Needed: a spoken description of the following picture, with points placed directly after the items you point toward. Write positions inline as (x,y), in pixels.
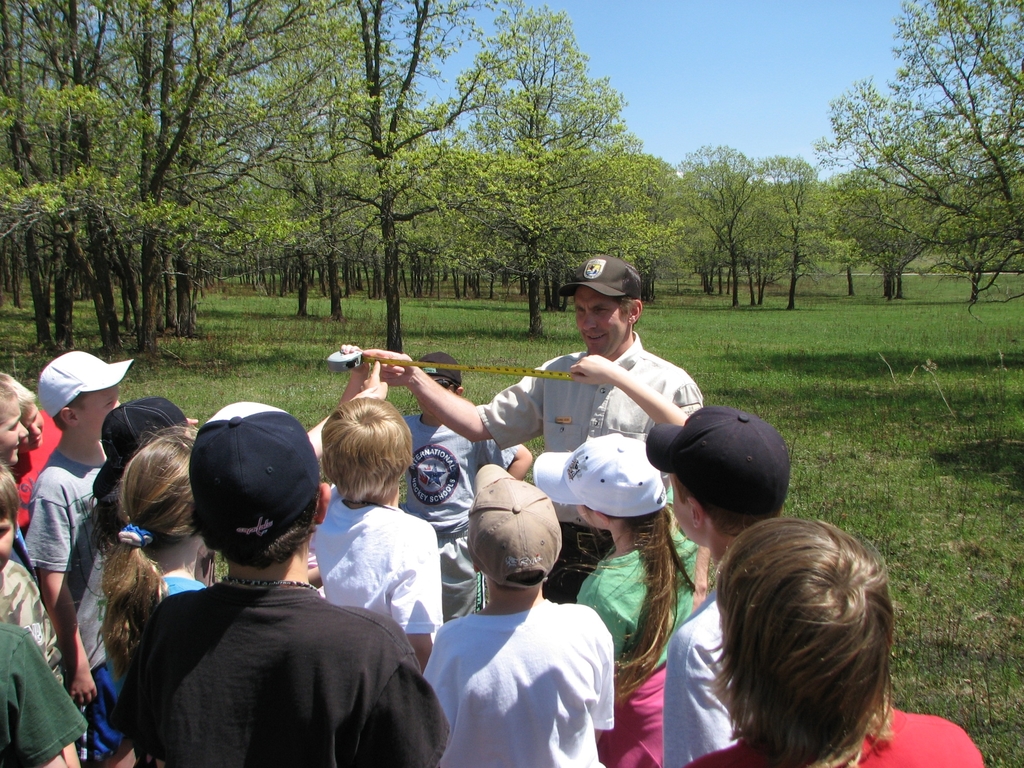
In this picture there are people (657,377) standing, among them few people (540,383) holding measuring tape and we can see grass (327,394) and trees (177,263). In the background of the image (765,103) we can see the sky (733,118).
